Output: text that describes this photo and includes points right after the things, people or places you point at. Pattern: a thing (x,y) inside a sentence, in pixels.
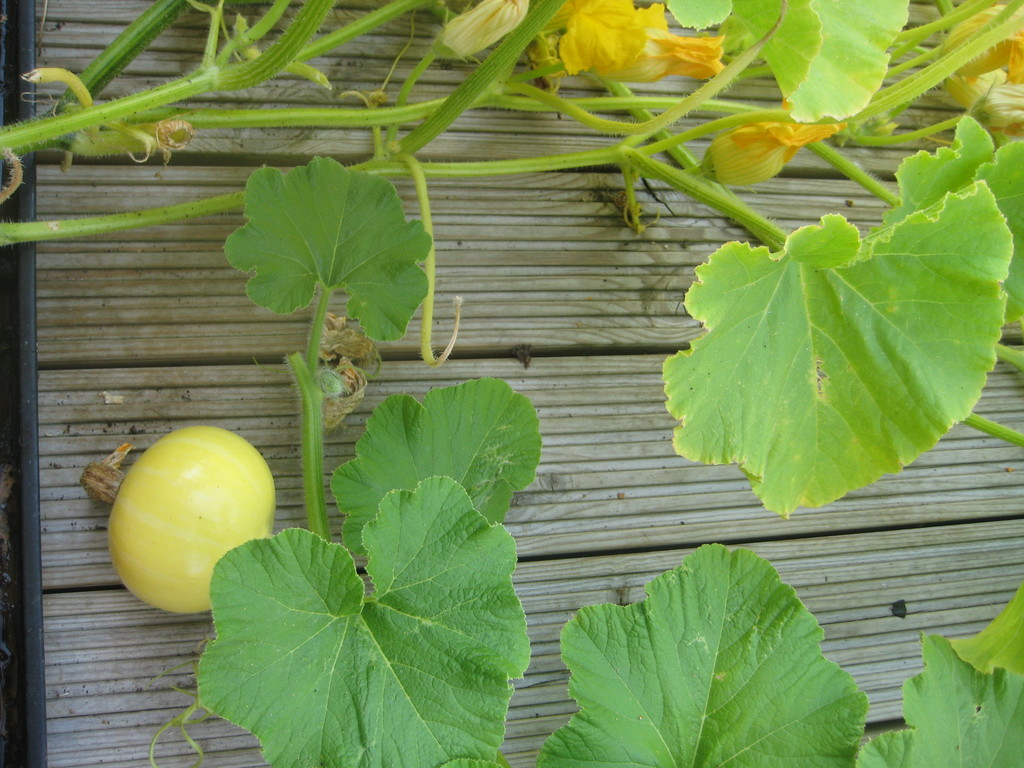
We can see plant (908,246) and vegetable (245,533) on the wooden surface (180,640).
